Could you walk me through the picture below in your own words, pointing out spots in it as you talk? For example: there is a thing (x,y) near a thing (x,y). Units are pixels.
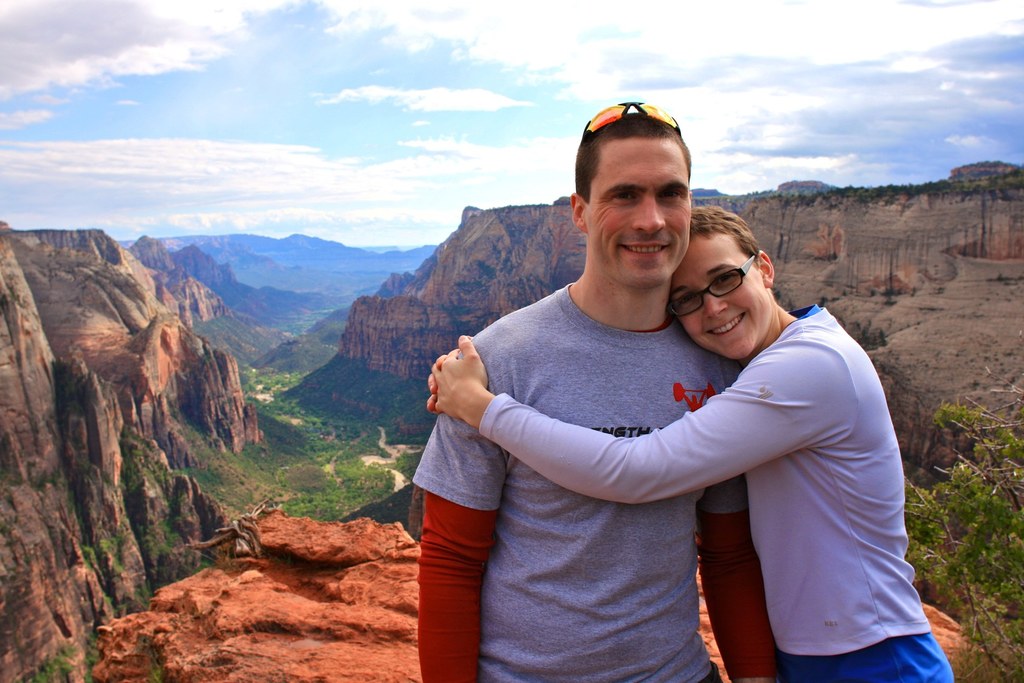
On the right side of the image (780,349) we can see two people (741,435) are standing and smiling and a lady (611,473) is hugging a man (474,487). In the background of the image (360,492) we can see the mountains (417,345), trees (338,443), road (403,475). At the top of the image (394,85) we can see the clouds (446,143) are present in the sky (352,141).
